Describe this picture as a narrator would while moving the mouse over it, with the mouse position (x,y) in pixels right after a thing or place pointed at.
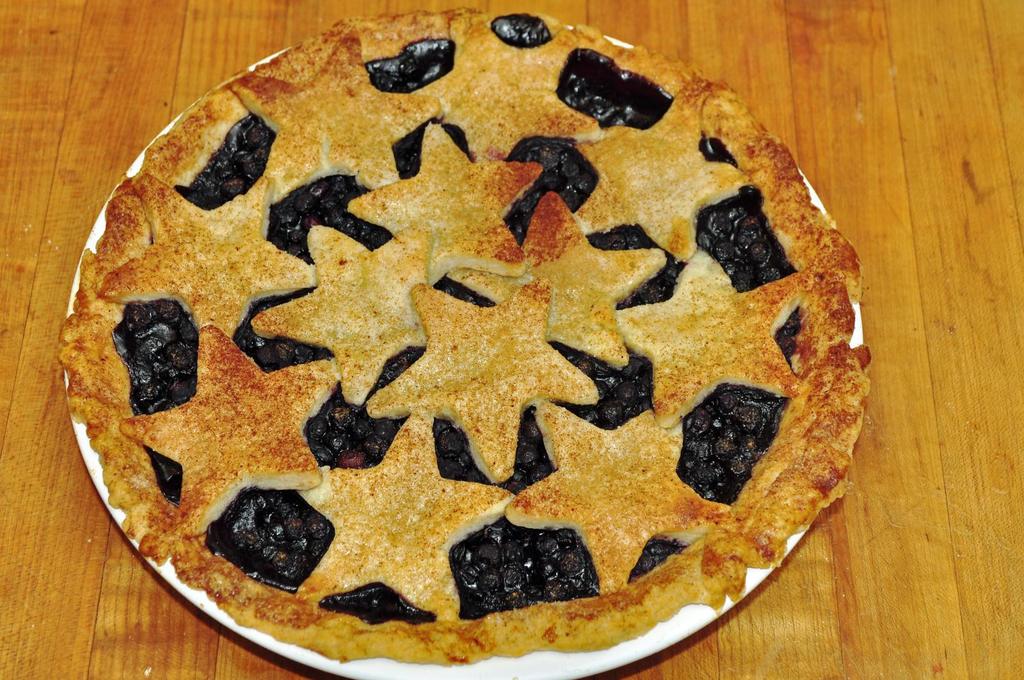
In the image there is some food item (421,213) placed on a plate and kept on a table (78,104).
